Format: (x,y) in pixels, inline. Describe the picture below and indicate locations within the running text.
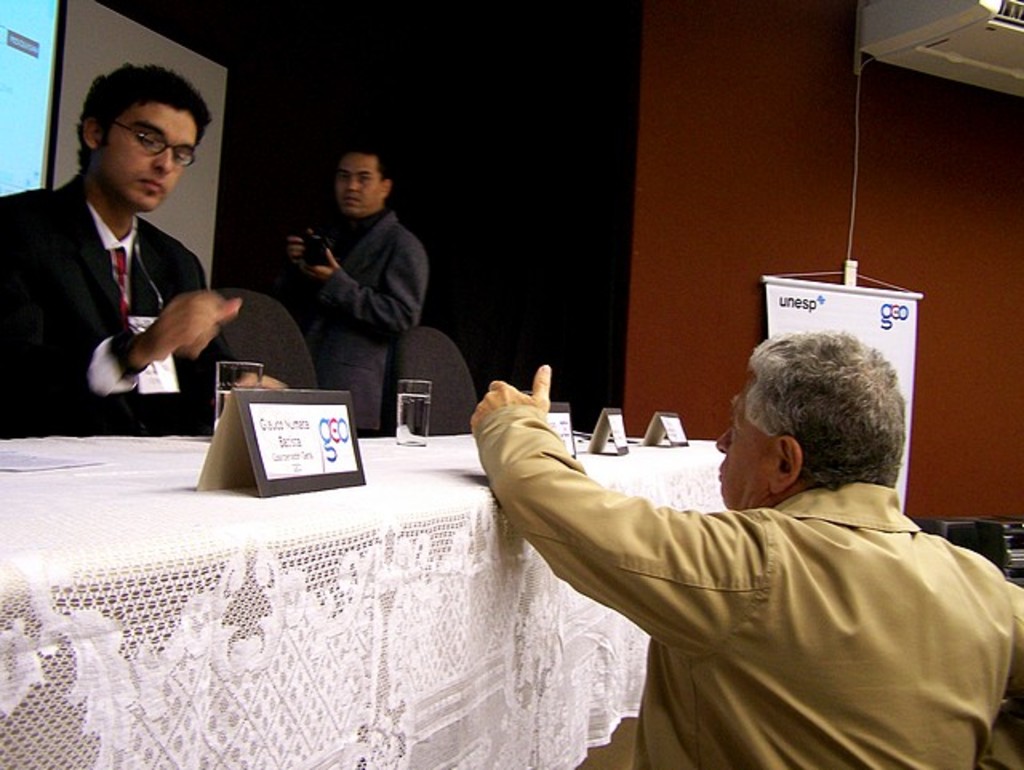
IN this image we can see a person (921,637) wearing cream color jacket (928,632) is standing. On the left side of the image (64,334) we can see a man (68,285) wearing black blazer (108,291) is sitting near the table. In the background (370,431) we can see a man (336,252) holding a camera (320,256), banner (853,302), chairs (288,332) and a projector screen (56,71).
